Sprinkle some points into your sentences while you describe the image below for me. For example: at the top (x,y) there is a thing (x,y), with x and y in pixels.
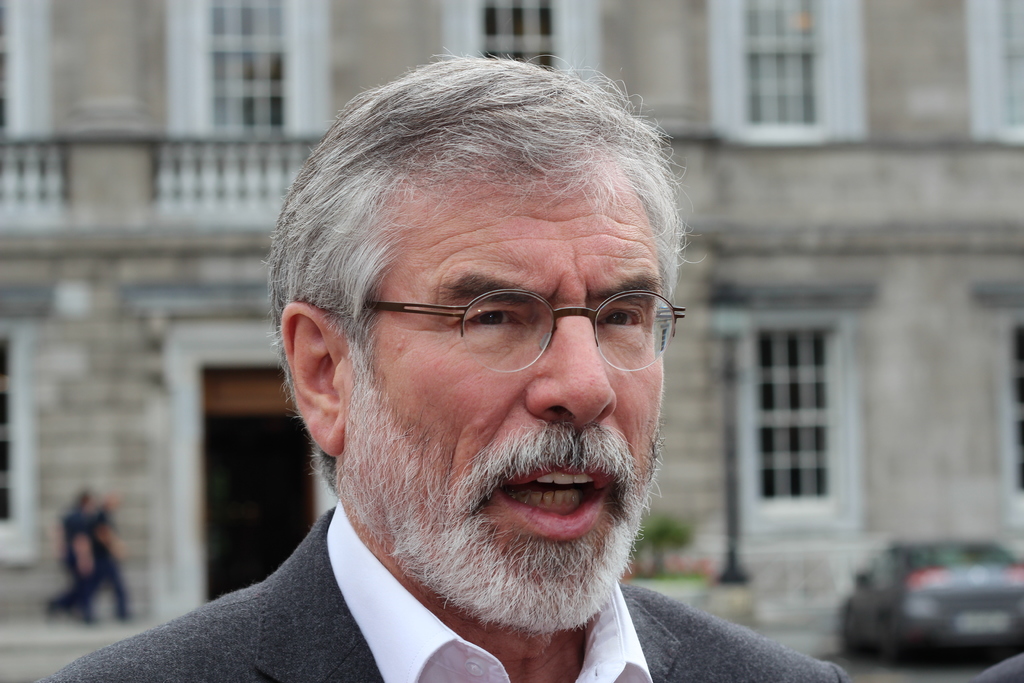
In this image I can see the person (385,456) with white and grey color dress (283,656). In the background (898,616) I can see the few more people (80,602), vehicle (845,621) and the building (666,125) with windows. I can also see the plant (672,538). And the background (664,553) is blurred.
